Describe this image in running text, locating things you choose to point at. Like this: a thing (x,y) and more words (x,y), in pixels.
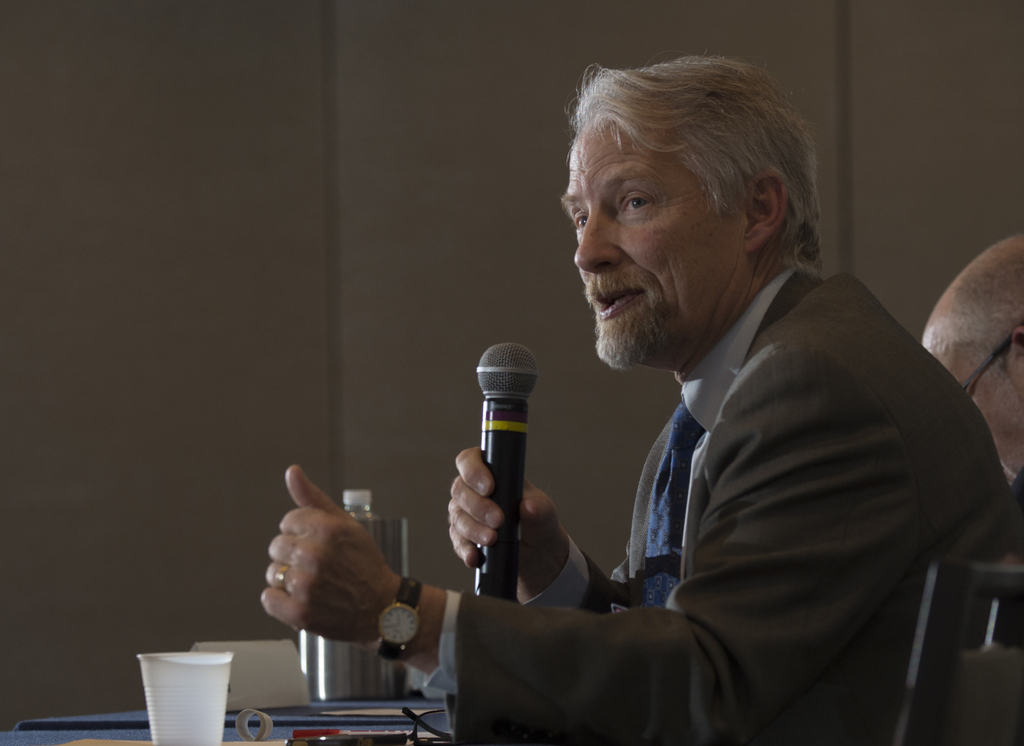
In this image we can see this person (845,639) wearing blazer (840,598), tie (660,606) and wrist watch (413,620) is holding a mic (497,534) and sitting near the table (318,711) on which we can see glass (192,704), spectacles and a few more objects (352,651) are kept. In the background (971,387), we can see another person (984,311) and the wall (848,182).
